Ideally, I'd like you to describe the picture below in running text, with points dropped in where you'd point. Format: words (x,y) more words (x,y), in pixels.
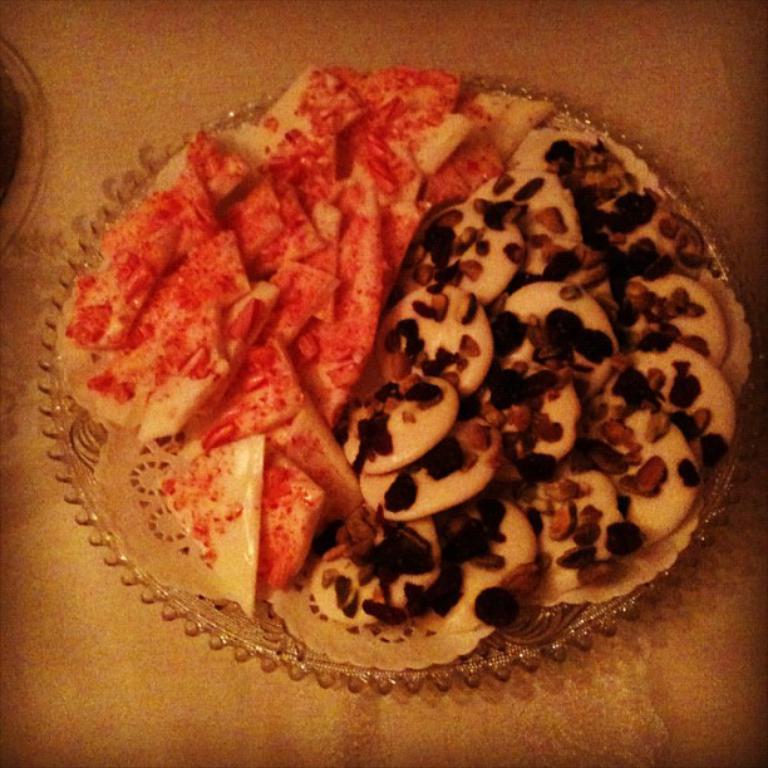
In this image in the center (283,509) there is one plate (193,414) and in the plate (459,345), there are some cookies (470,315) and some food items (326,210). And in the background (14,117) there is another plate (32,108), and at the bottom (508,697) it looks like a table (193,659).
